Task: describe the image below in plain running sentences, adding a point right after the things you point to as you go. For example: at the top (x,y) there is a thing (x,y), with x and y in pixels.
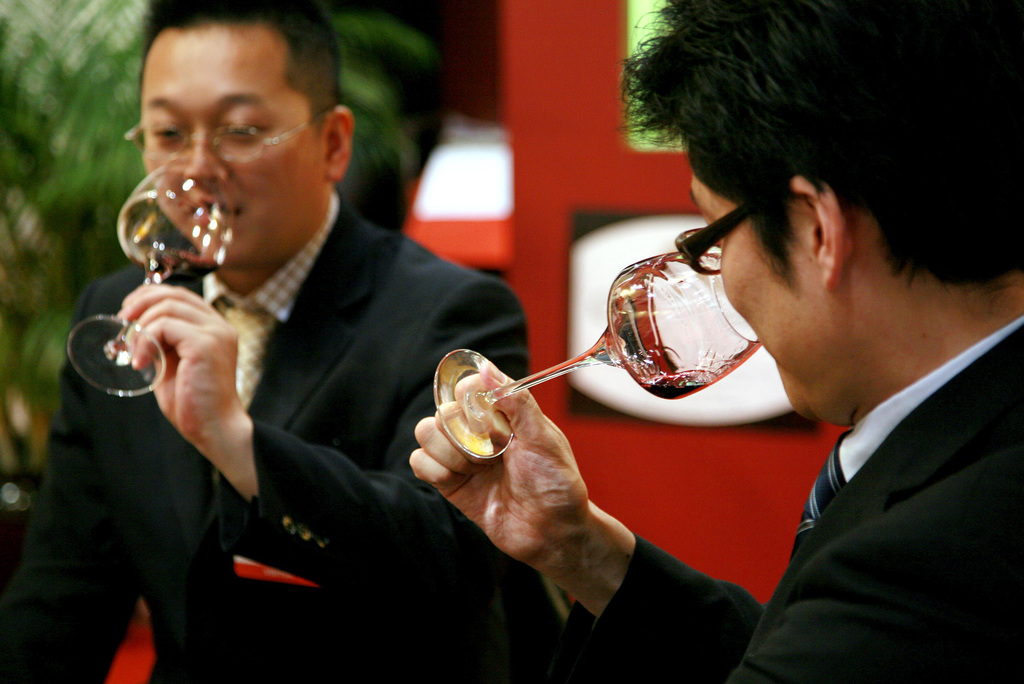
In this image there are two persons (965,458) who are holding a glass (588,364) with their hands (464,483). At the background (109,104) there are trees (56,184).
